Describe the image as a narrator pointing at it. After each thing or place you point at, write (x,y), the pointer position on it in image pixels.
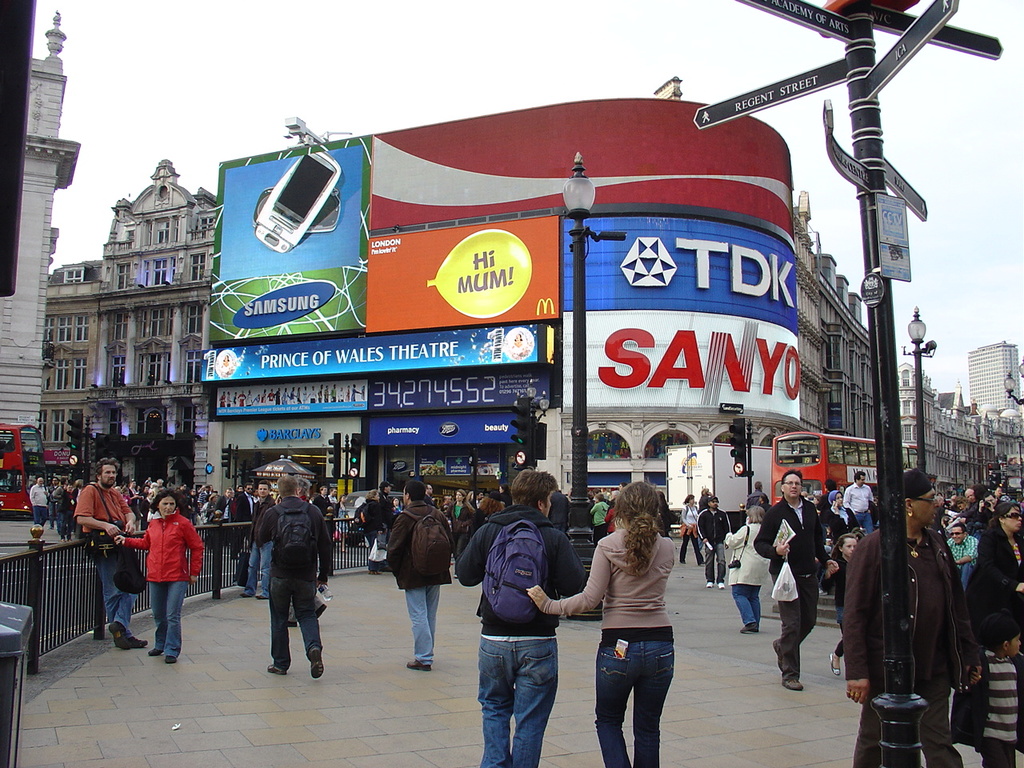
In this picture, we can see there are poles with lights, directional boards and traffic signals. We can see groups of people (38,519), some people (328,557) are walking and some people (801,490) are standing on the path (808,653). Behind the people (394,551) there are buildings (5,349), hoarding (244,276) and a sky (415,67).
